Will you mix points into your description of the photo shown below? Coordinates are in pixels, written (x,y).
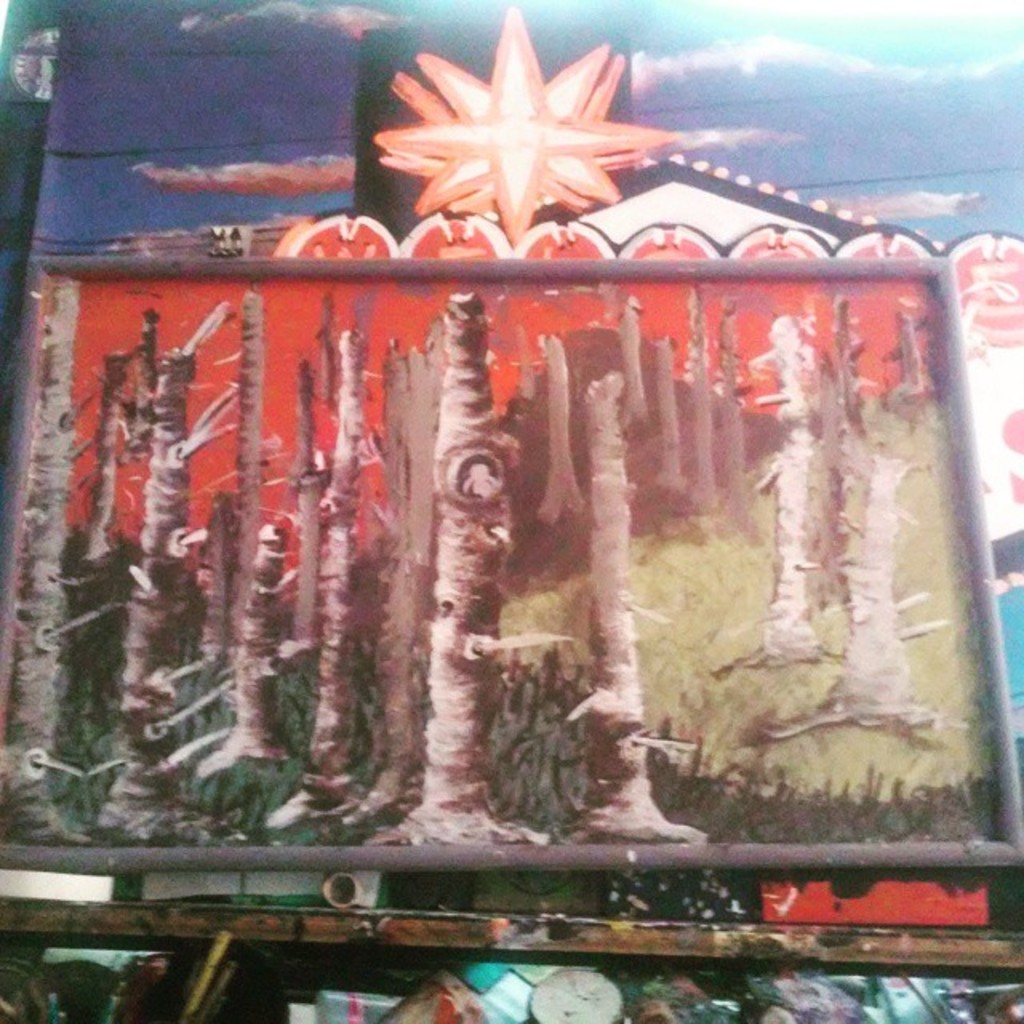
In this image, we can see some boards (605,392) and in the background (463,60), there is a painting (748,114) on the wall (825,129).
